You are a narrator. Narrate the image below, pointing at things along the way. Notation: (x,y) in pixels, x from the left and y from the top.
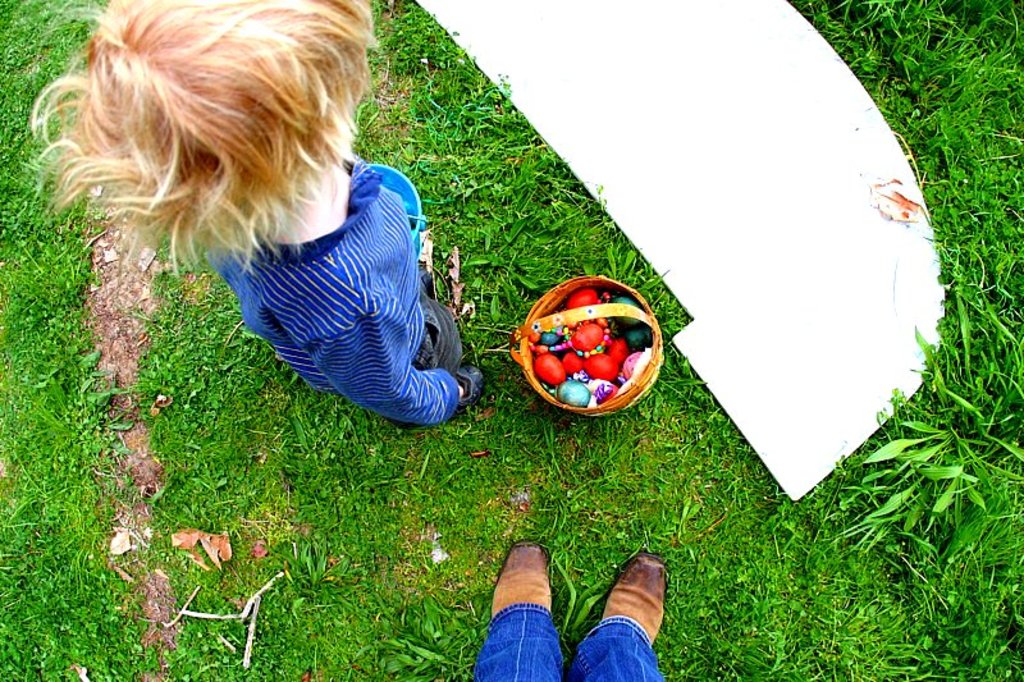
In this picture we can see a person (350,318), basket (575,318), shoes (541,590), clothes (559,652) and some objects (569,330) on the grass (324,410).
